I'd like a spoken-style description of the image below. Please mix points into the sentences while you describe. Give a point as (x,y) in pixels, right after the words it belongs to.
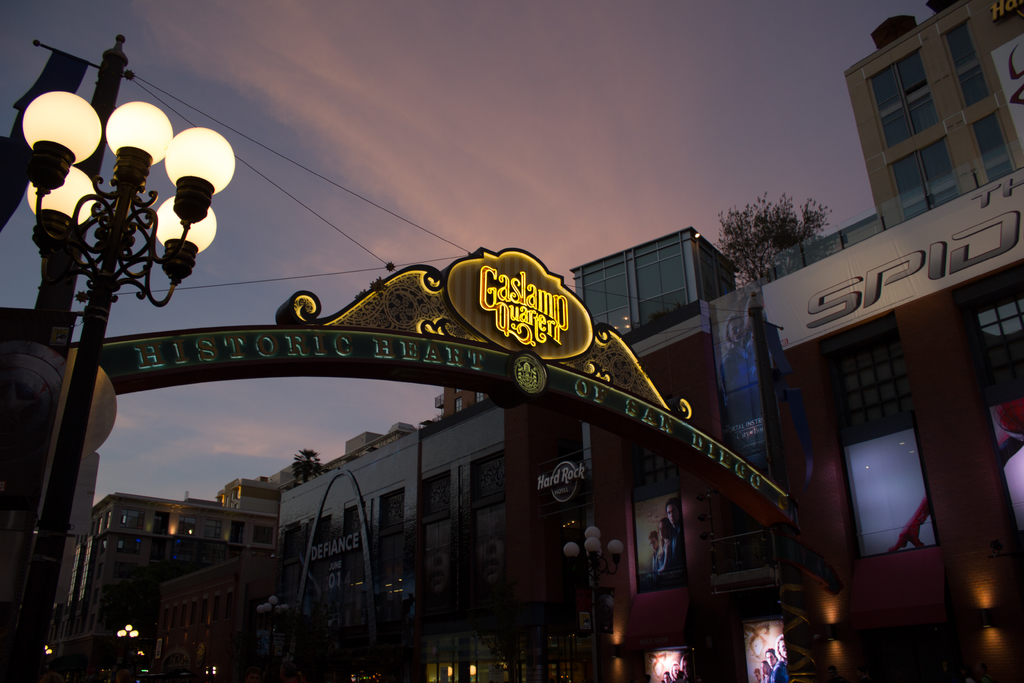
This is clicked on a street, in the back (289,496) there are many buildings (372,535) all over the image with an arch (178,372) in the front (325,326) and a light (66,245) on the left side (73,150) and above its sky (602,141) with clouds (526,212).
